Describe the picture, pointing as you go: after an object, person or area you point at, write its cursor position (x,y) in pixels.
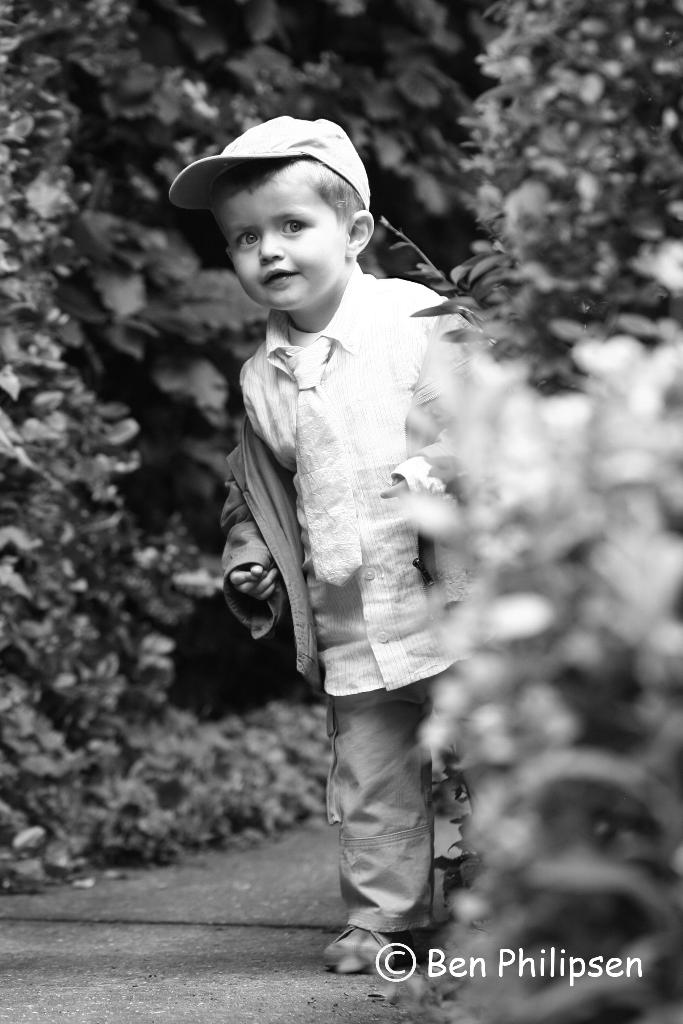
This is a black and white image. A kid (292,205) is standing on the ground (215,958) and there is a cap (190,202) on the head (223,190). To either side of the kid (247,388) we can see plants (188,249) and at the bottom (617,971) we can see a text (533,972) written on the image.
